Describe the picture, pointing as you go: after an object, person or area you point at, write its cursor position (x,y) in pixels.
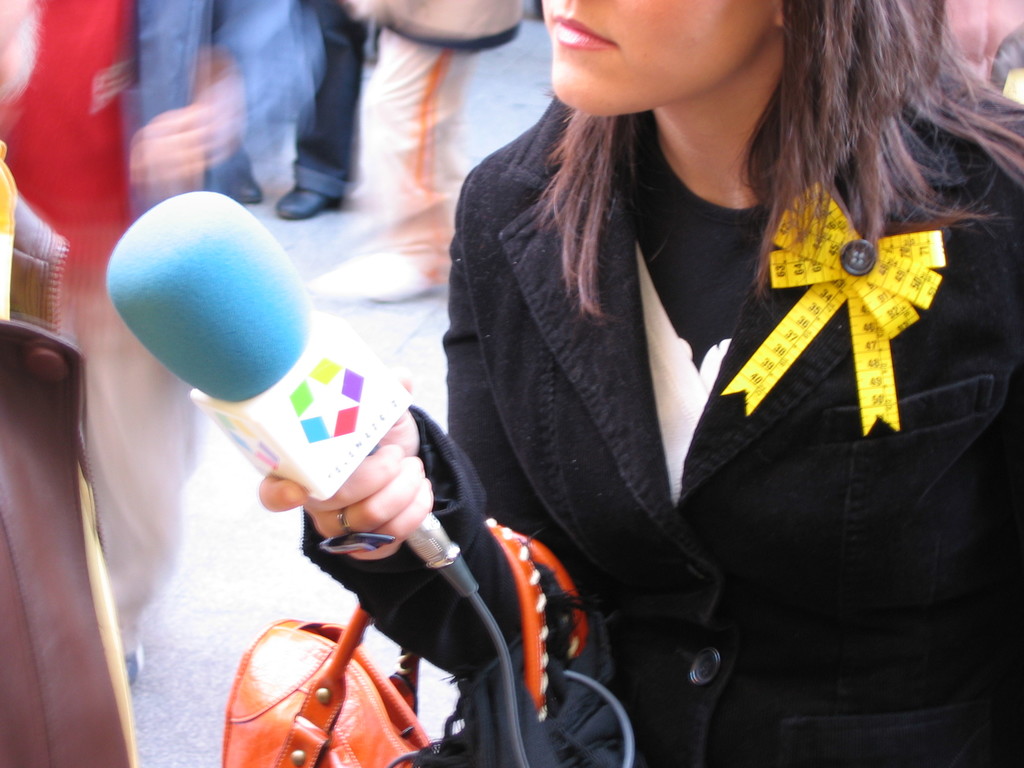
Here we can see that woman (800,199) is standing and holding a microphone (341,451) in her hand (391,478), and at back (81,73) there are group of people (176,46) standing on the road (267,511).
